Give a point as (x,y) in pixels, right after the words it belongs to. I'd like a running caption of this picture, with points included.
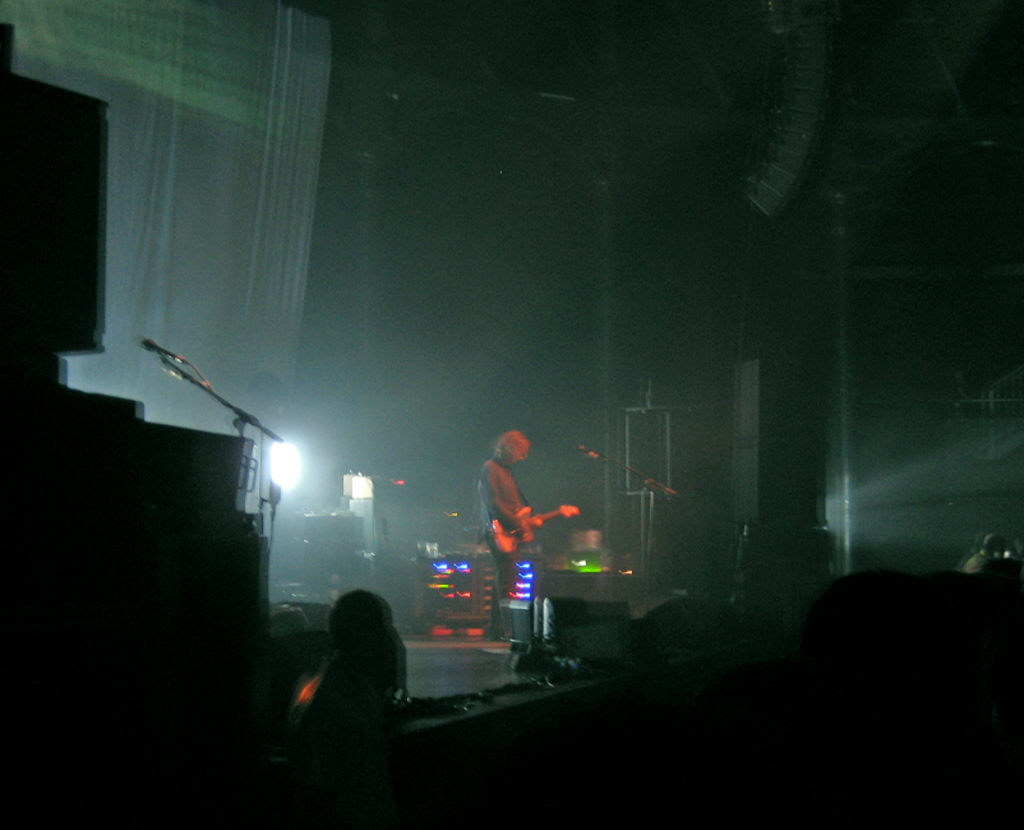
In this image we can see a man (510,447) is playing guitar (505,528) on the stage (496,655). At the bottom of the image (951,692), we can see people (318,798). In the background (291,357), we can see curtain (267,379) and so many objects (369,505). On the stage (505,692), we can see stands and mics (592,453).
